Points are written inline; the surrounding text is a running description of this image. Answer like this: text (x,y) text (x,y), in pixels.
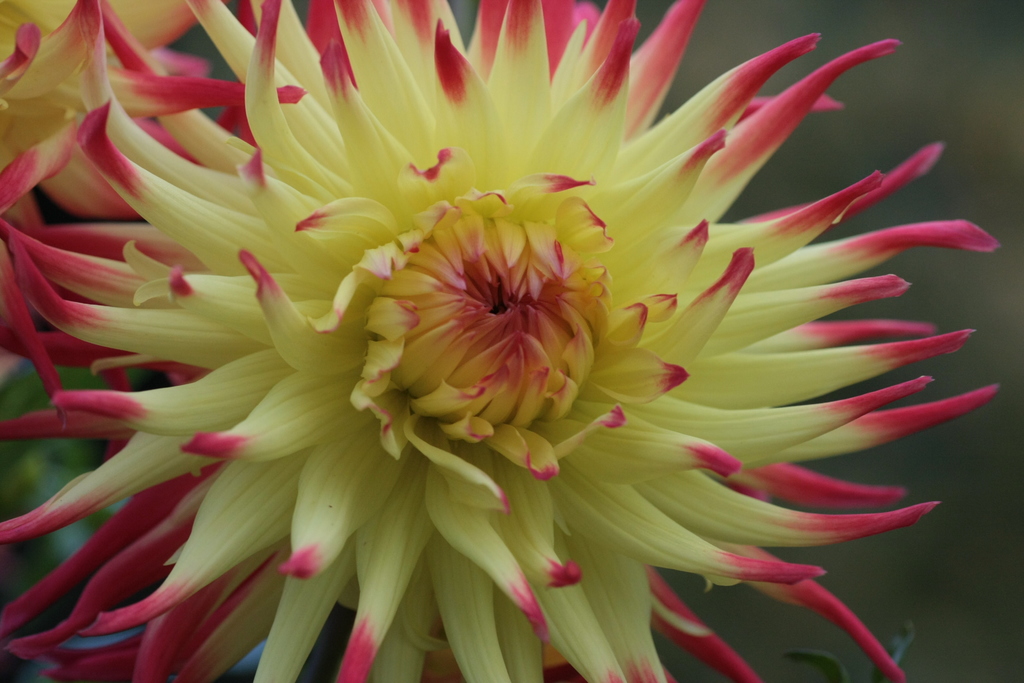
In the center of this picture (641,402) we can see the flowers (422,252). In the background (786,653) we can see the green leaves (837,673) and some other objects (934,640).
